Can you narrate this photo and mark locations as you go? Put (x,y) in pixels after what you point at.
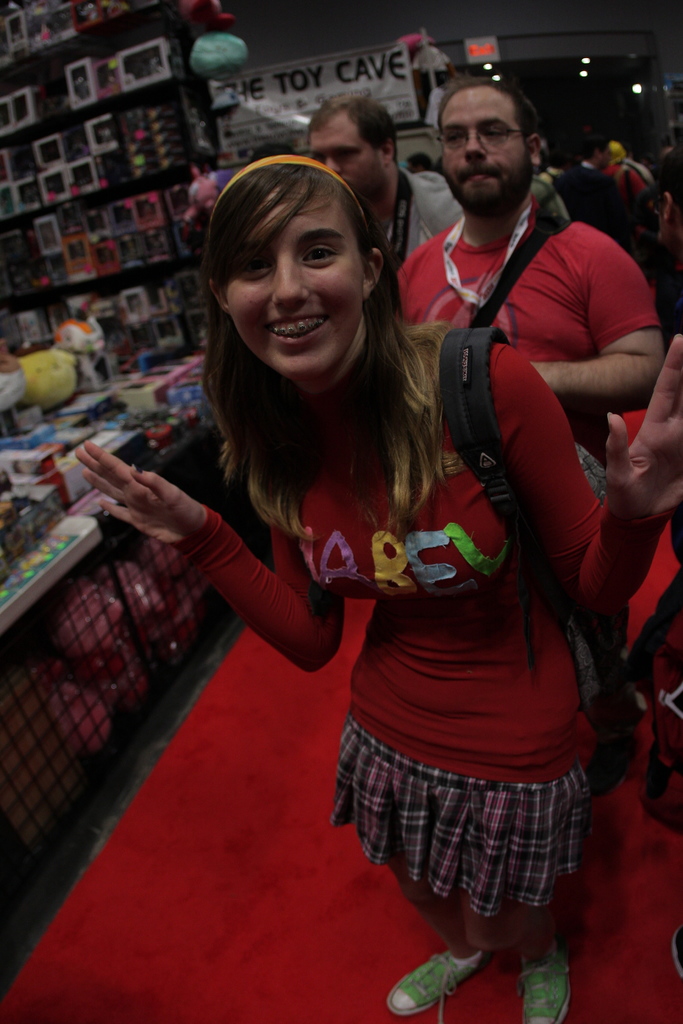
In the background (301,95) we can see a board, banner (309,101) and lights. On the left side of the picture (119,63) we can see objects (190,409) in the racks (132,98). In this picture we can see toys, grille (22,739) and objects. We can see the people (455,714). We can see a woman (538,419) wearing a backpack (482,336), she is standing and smiling.
